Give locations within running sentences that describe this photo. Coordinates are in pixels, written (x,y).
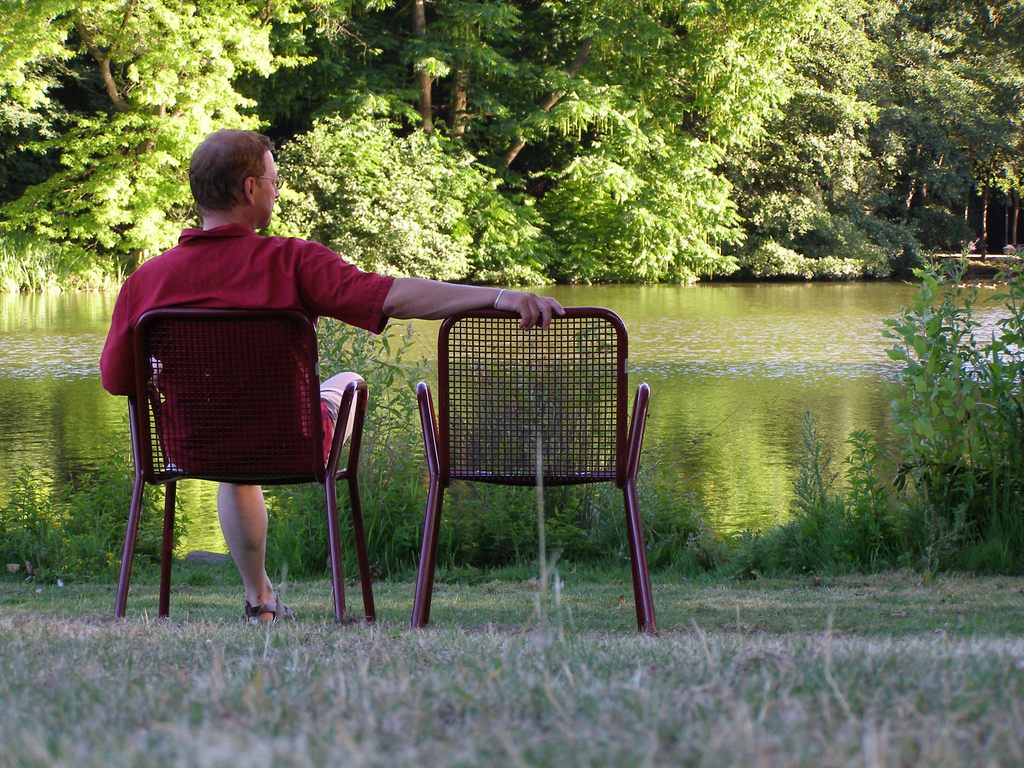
In this picture I can see a person (360,305) sitting on the chair (310,482) on the left side (229,306). I can see green grass (507,695). I can see water (685,335). I can see trees (504,138) in the background (515,81).
